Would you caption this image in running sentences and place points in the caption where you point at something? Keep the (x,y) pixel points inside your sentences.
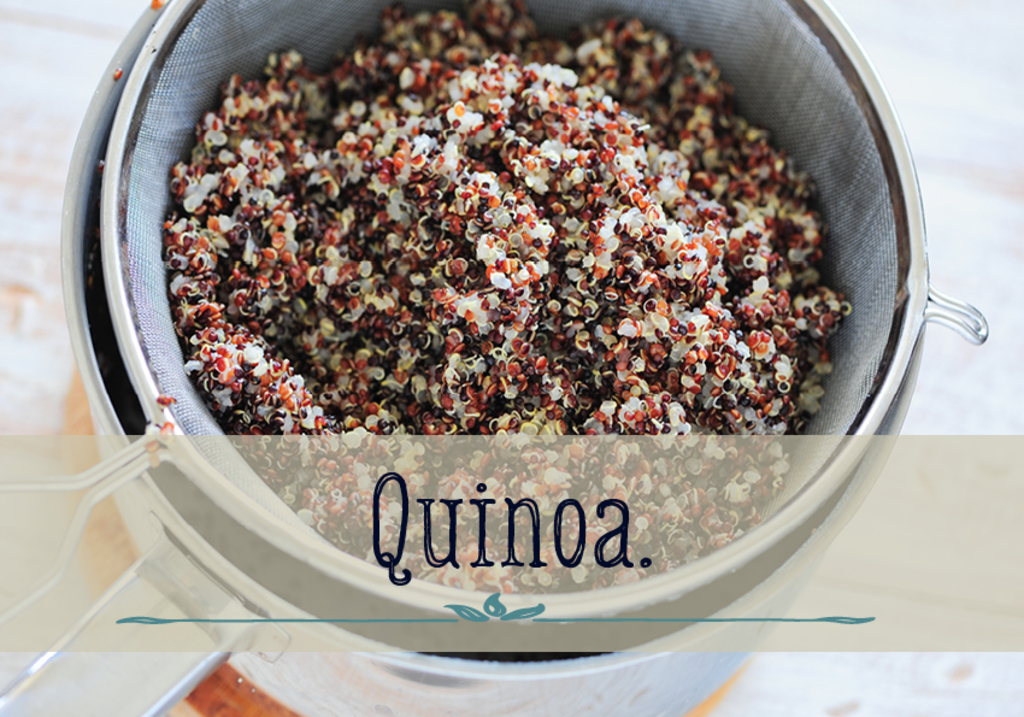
This image consist of food (421,144) which is in the strainer (861,371). There is some text (576,558) written on the image.
